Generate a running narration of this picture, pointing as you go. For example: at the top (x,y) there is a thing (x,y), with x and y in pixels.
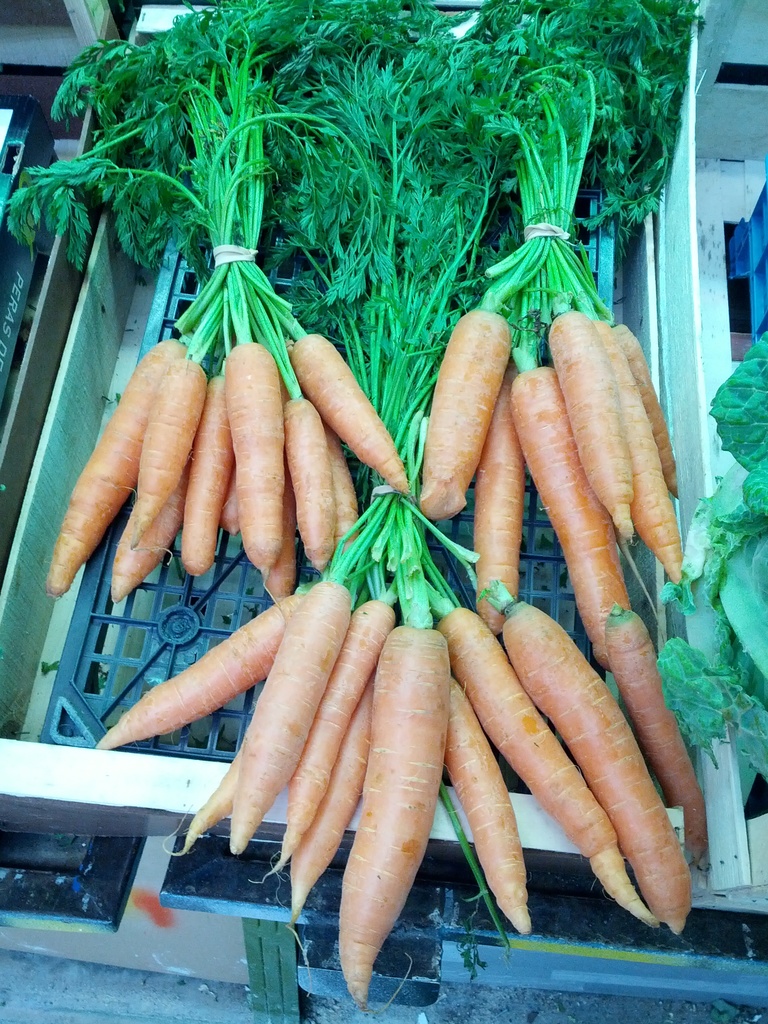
In the picture I can see the carrots (384,426) and vegetables (482,105) on the plastic crate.
